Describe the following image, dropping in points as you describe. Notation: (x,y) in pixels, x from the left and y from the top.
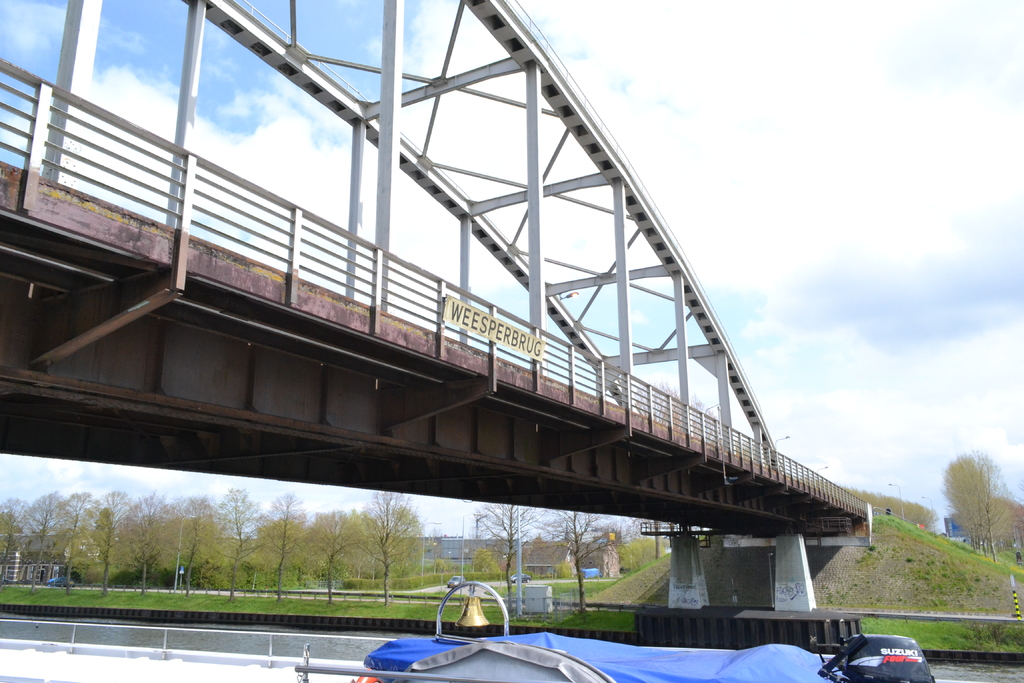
It seems like a boat (129,662) on the surface of water (254,646) at the bottom of the image (135,679). In the middle of the image (420,418), we can see a bridge (244,460), trees (978,516), cars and grassy land (57,597). Behind the trees (270,559), we can see the buildings (446,552). At the top of the image (331,73), we can see the sky (690,97) with clouds (813,195).
